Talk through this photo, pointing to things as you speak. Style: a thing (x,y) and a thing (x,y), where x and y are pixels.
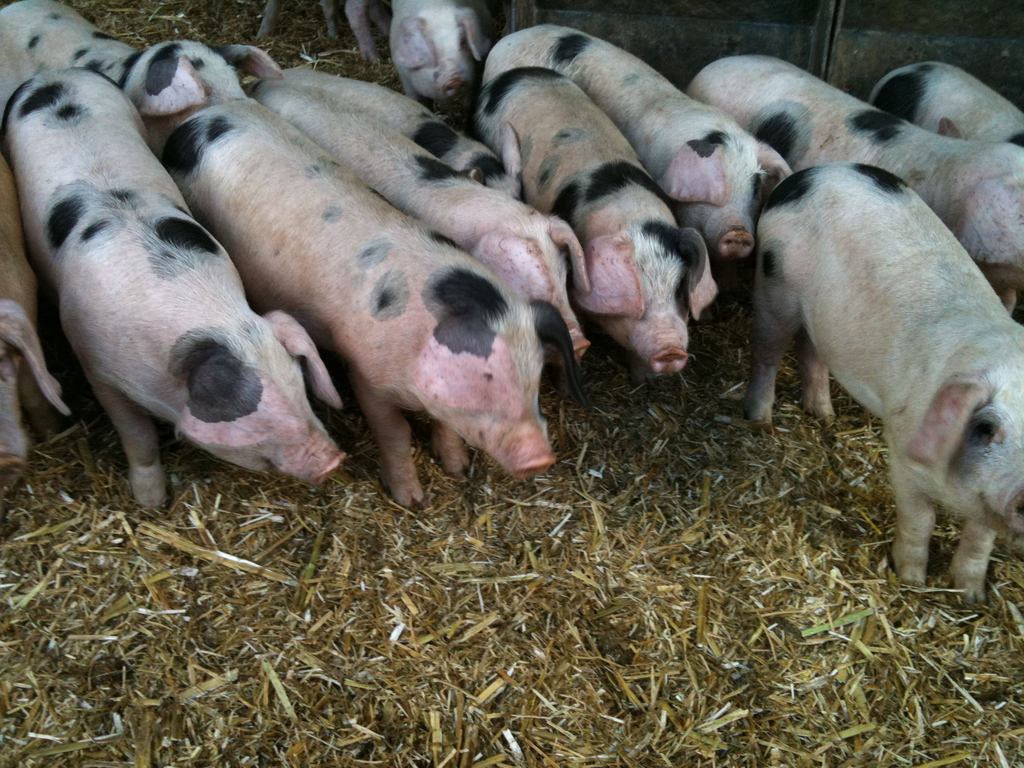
In this picture we can see some pigs (203,275) are on the surface (364,416).
